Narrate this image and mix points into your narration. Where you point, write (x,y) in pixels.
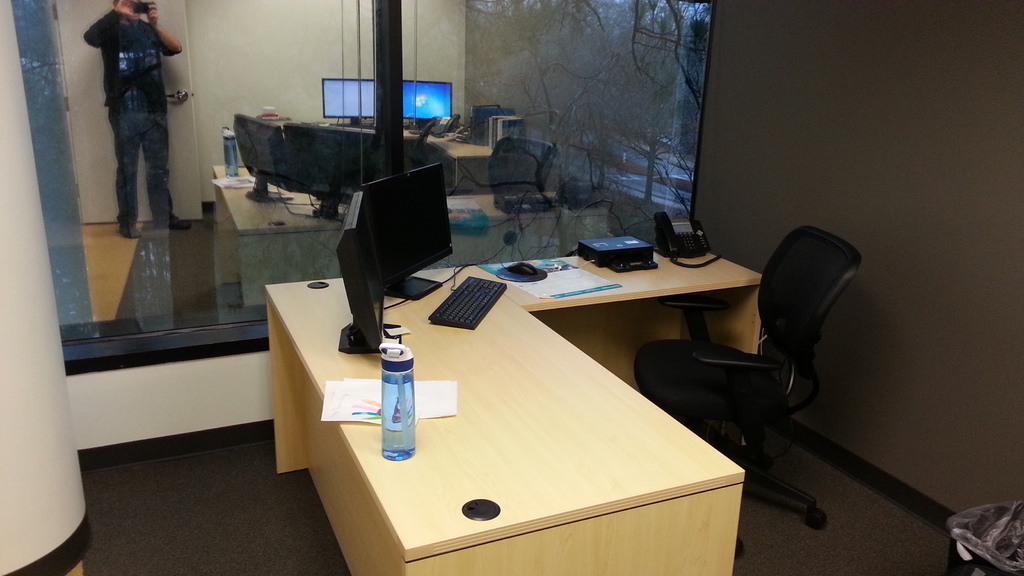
In this picture we can see a desk (501,352) a chair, a monitor (359,336), bottle (391,455), telephone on the desk (293,300) and a man (120,130).
